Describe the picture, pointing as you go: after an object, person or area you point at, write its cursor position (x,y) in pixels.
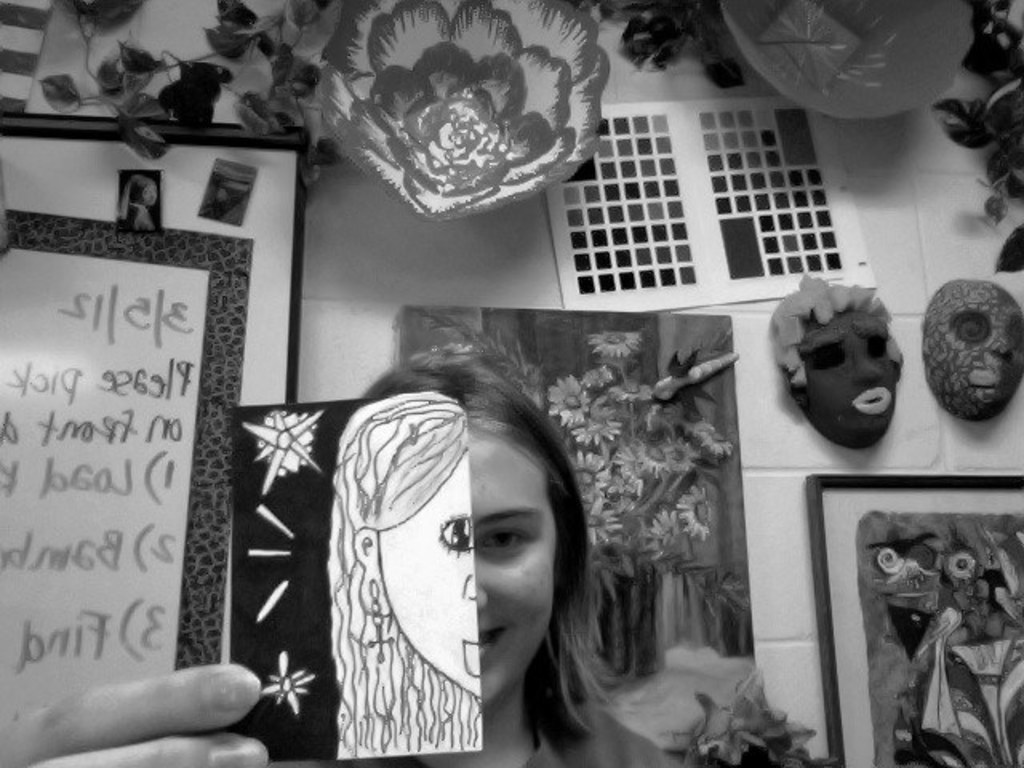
This is a black and white image and here we can see a lady (506,667) holding a paper (420,641), with some sketch (392,560). In the background (388,273), there are boards (612,353) and we can see some artificial leaves (260,80) and some masks (778,325) and an artificial flower (421,192) on the wall (369,307).
